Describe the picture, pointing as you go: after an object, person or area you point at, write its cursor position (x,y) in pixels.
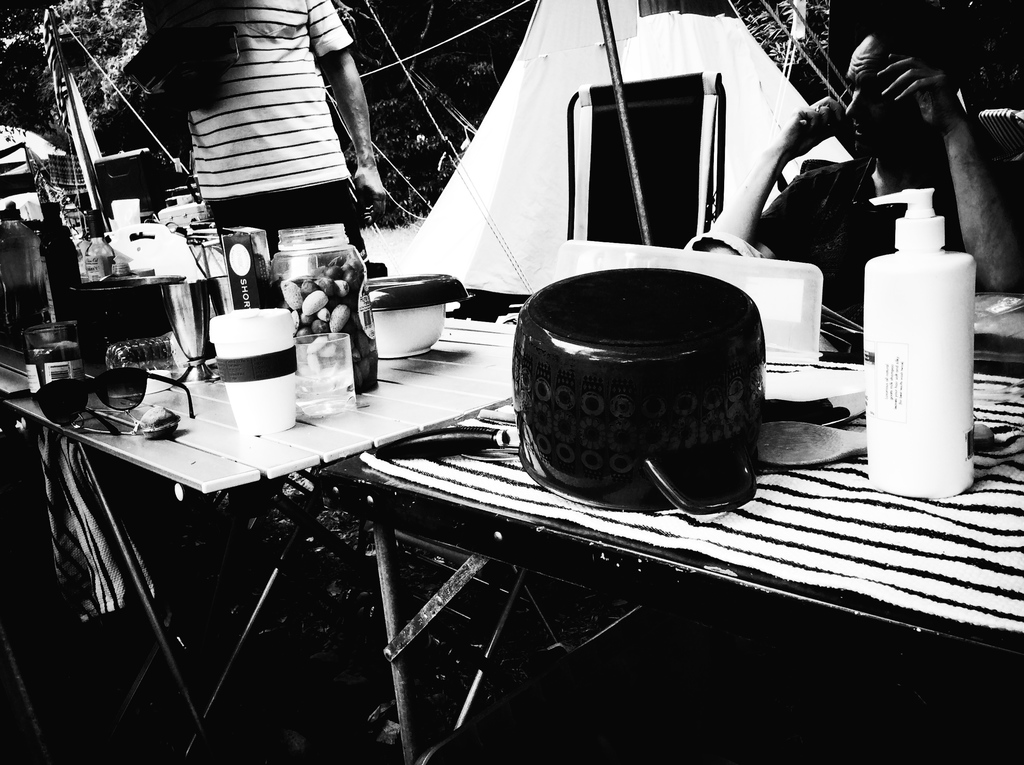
In this picture we can see two tables (210,453) in the front (196,447), there are goggles (81,401), glasses (335,388), bottles (54,279) and other things (185,285) placed on this table (186,437), we can see a cloth (920,500), a spray bottle (919,337) and a box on this table (895,509), there are two persons (957,215) in the middle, in the background (458,20) we can see trees (444,21), it is a black and white image.
